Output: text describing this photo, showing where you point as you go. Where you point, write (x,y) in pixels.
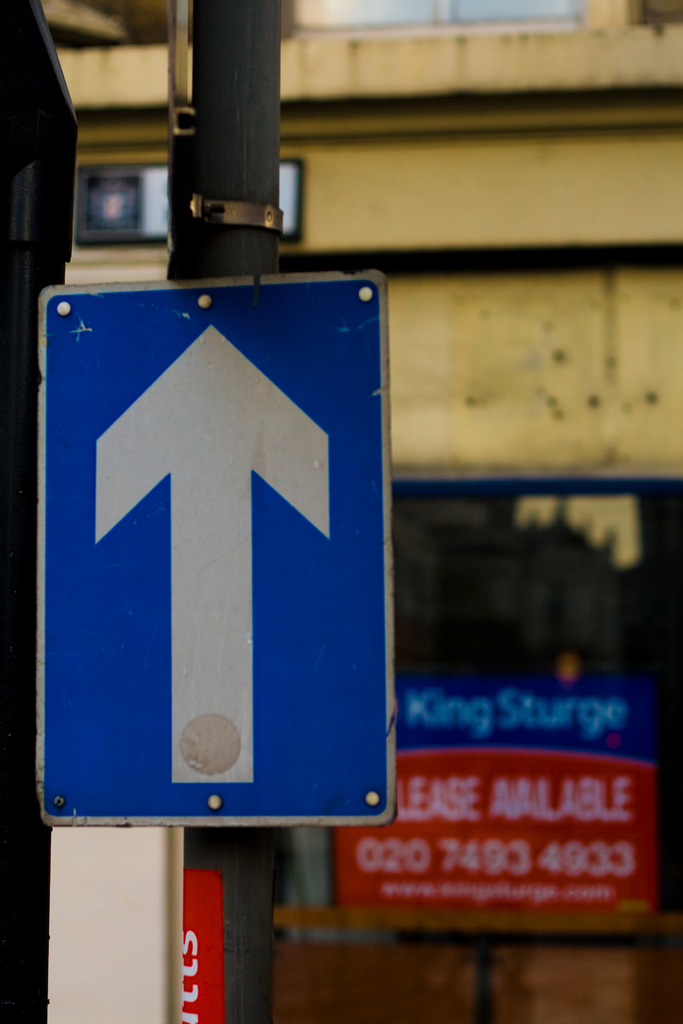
In the foreground of this picture (307,653), there is a sign board (251,501) to a pole (219,71). In the background (448,385), there is a wall (543,348), glass (575,620) and a board (515,843).
